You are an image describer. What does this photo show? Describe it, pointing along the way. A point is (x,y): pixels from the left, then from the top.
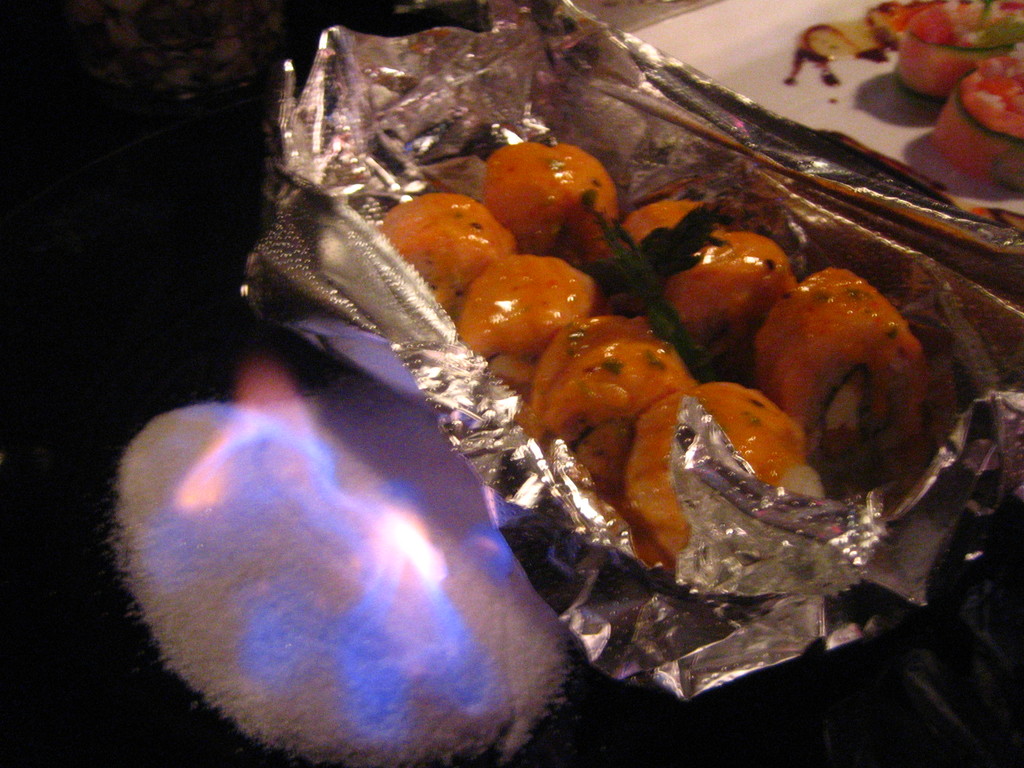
In this image I can see food (850,405), plate (720,73), container (842,529) and fire (376,621).
